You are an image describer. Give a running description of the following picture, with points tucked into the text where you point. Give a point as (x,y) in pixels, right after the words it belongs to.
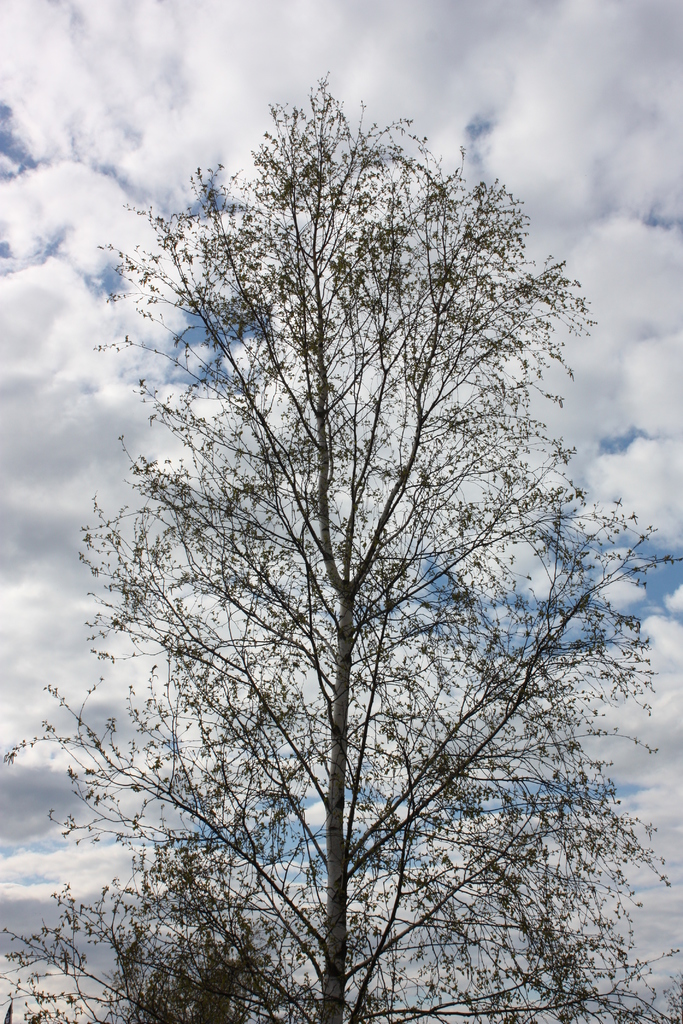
In this image in the front (271,889) there are dry trees (177,804) and the sky (547,238) is cloudy.
